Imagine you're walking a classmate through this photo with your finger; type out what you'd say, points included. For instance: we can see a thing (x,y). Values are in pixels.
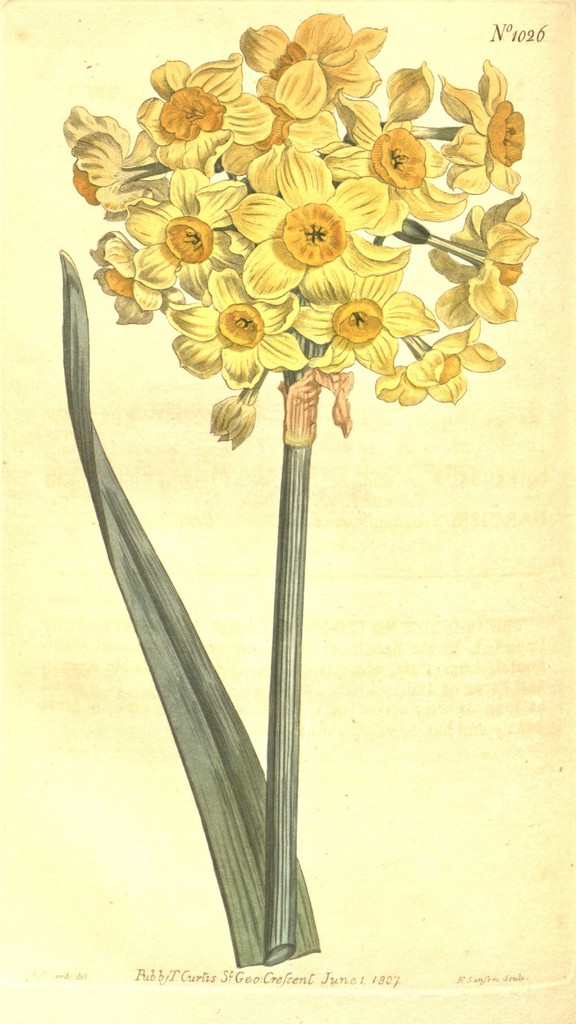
In the foreground of this animated picture, there are bunch of flowers (342,224) and a leaf (158,615) to it with the creamy background (458,518).
